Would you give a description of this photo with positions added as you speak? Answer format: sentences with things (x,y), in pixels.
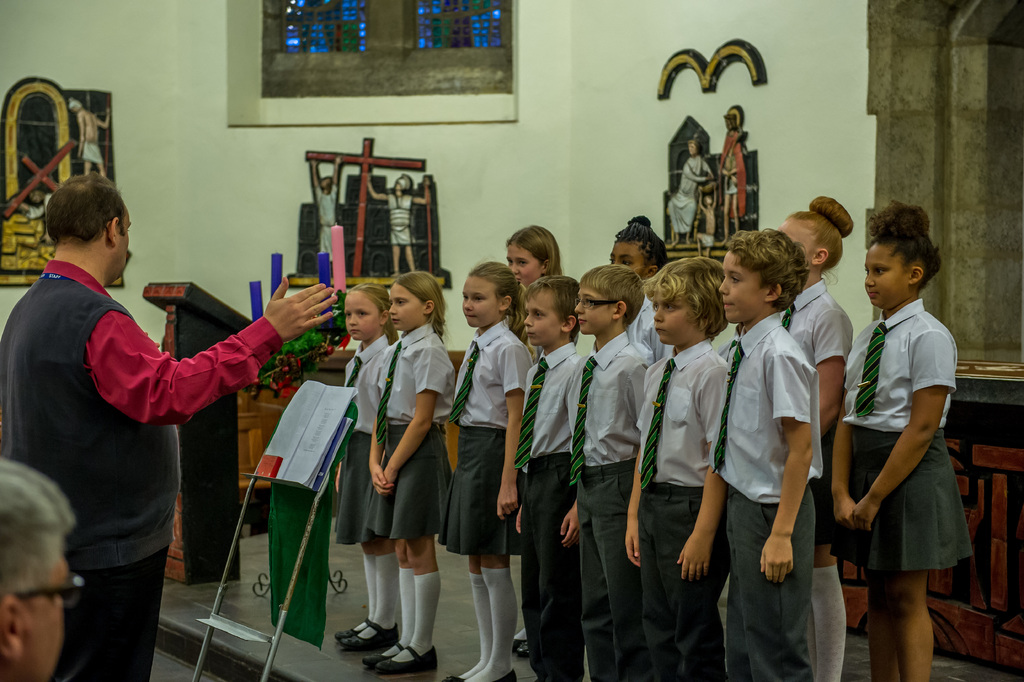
This image consists of children (542,352) standing in a line. On the left (70,450), there is a man (83,479) wearing a red shirt (131,392) is standing. In the middle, there is a book stand (221,584). In the background (346,178), we can see frames (350,184) on the wall (561,212). At the bottom (246,609), there is dais (344,570).
